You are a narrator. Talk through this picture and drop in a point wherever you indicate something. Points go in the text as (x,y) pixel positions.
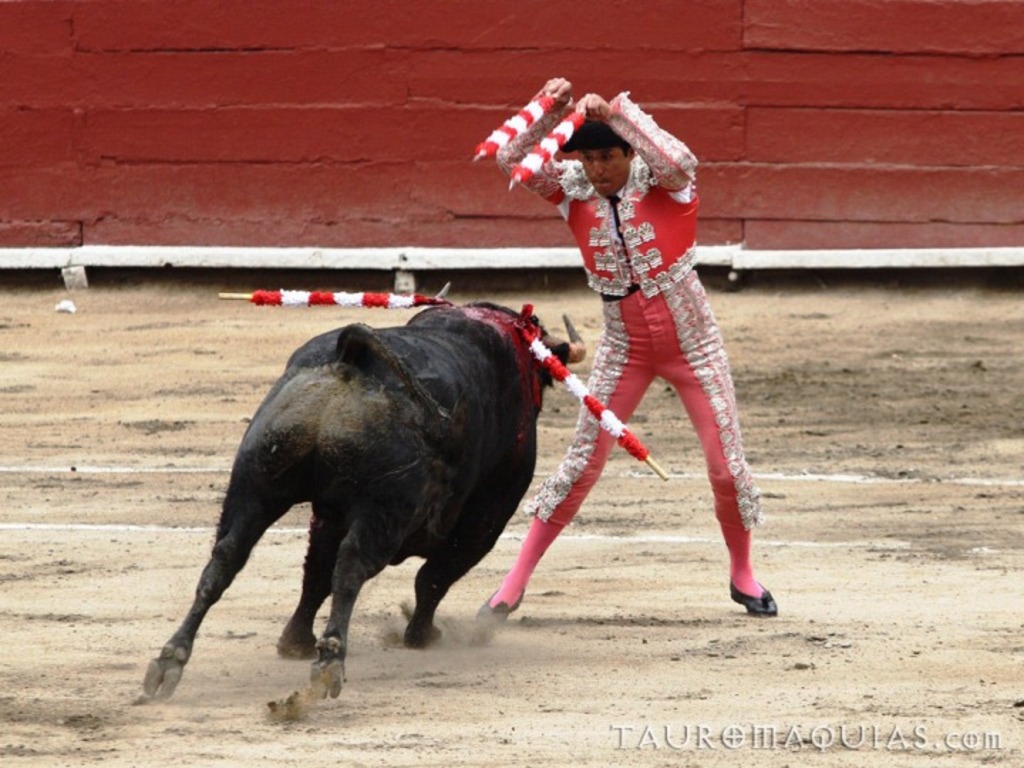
There is a man (619,184) in motion and holding objects (568,126), in front of him we can see a bull (567,347). In the background (873,98) we can see wall (851,107). Right side of the image (824,728) we can see watermark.
